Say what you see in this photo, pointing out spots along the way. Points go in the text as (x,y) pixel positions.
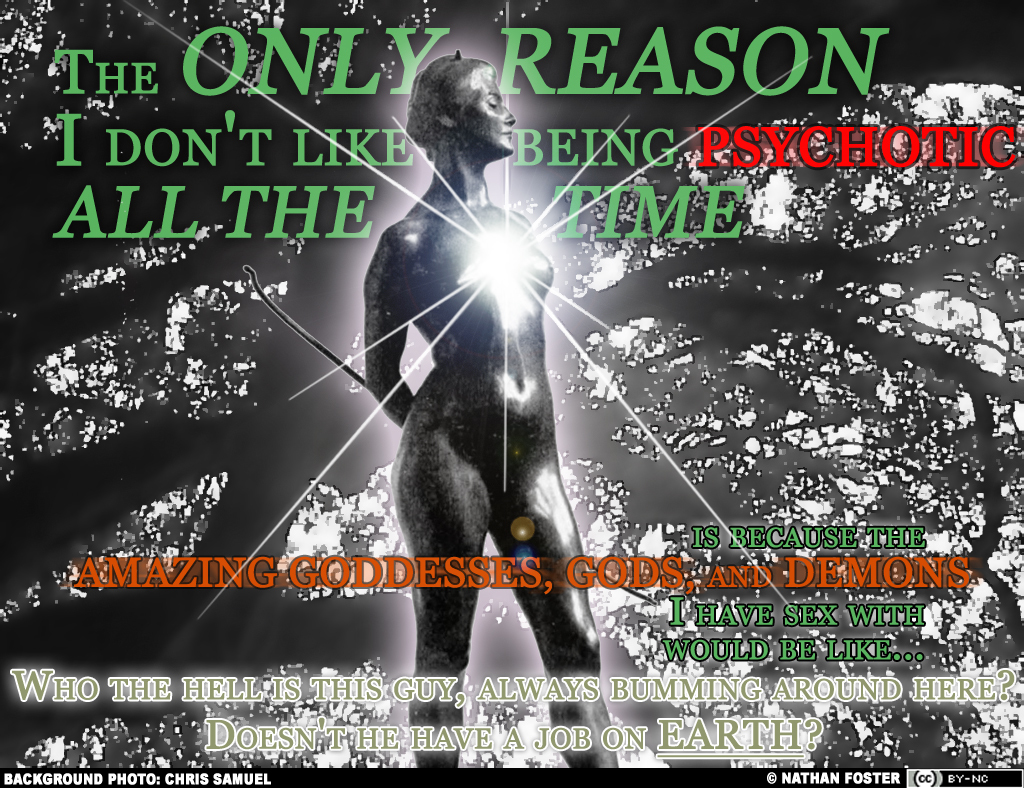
In this image we can see one black poster (602,236), back side one big tree (168,33), one statue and some text (751,81) on the poster (314,519).
